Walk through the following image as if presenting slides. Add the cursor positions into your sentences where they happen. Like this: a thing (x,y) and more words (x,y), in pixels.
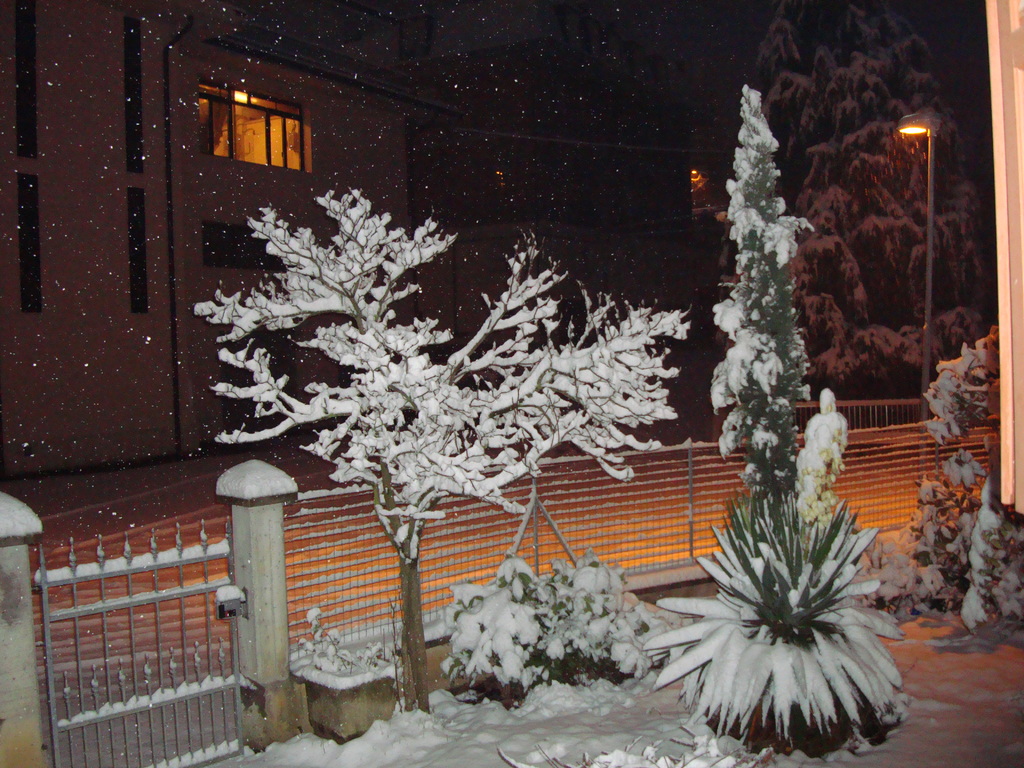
In the picture we can see some plants (639,612) on the snow surface (928,622) and snow (634,602) on it and behind it, we can see the railing (374,588) with a gate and behind it, we can see the path (323,567) and behind it, we can see the part of the building (86,167) with a window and from it we can see the light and besides we can see the tree (860,304) and beside it we can see the pole (906,124) with light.
